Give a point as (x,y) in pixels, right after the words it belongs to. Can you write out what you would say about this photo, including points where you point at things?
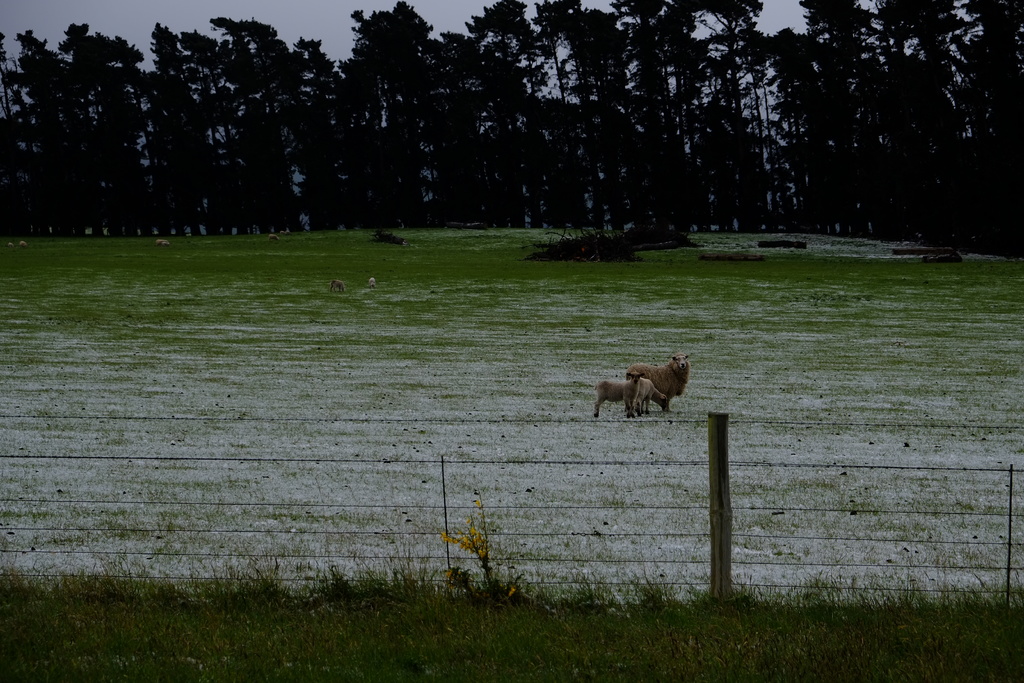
In this image on the ground (682,397) there is flock of sheep (662,394). In the background (608,141) there are trees (718,205), in the foreground (590,519) there is boundary (951,567).
